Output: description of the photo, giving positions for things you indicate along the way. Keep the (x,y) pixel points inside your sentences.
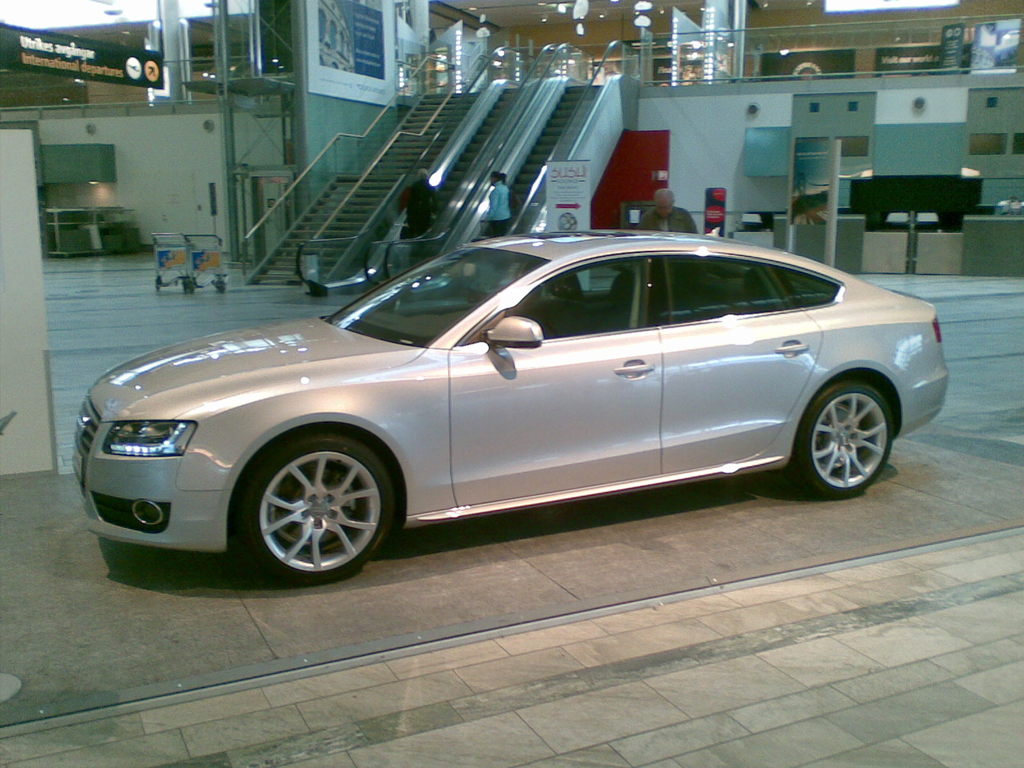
In the foreground (500,289), I can see a car (540,340) on the floor (510,617) and a person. In the background (531,180), I can see two persons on escalators (444,148), cabinets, boards (563,172), trolleys (217,235), metal rods (232,188), hoardings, fence (633,59) and lights (27,3) on a rooftop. This image is taken, maybe in a building (720,17).
